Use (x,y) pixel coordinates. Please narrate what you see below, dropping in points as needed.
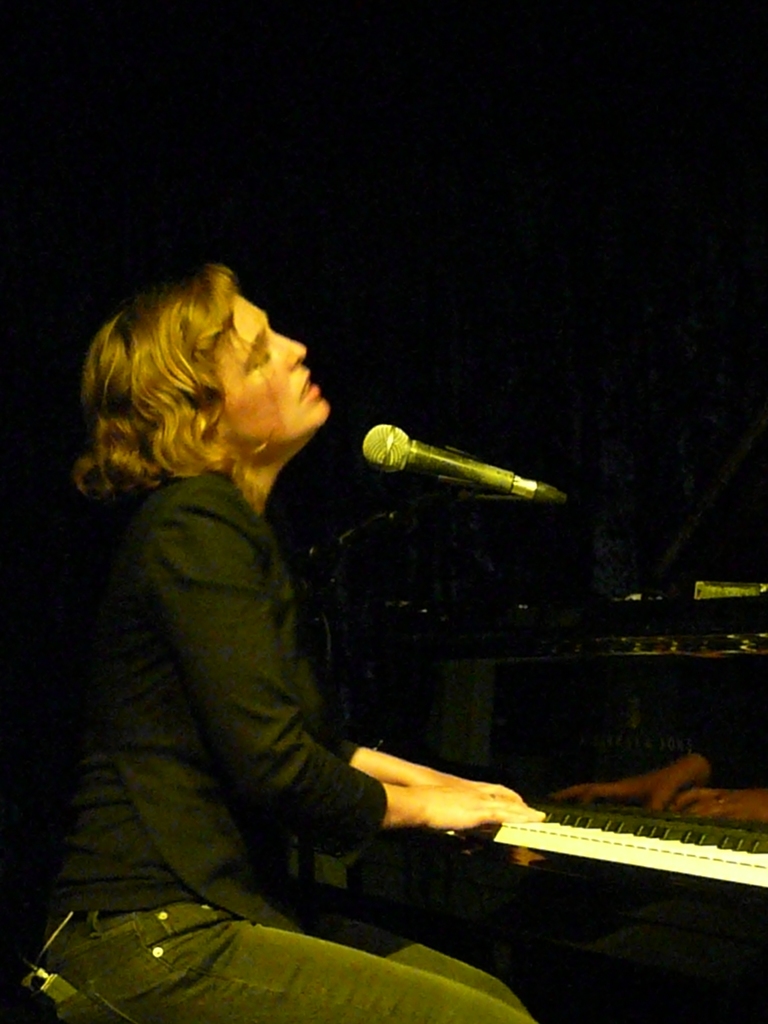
There is a woman (137,783) sitting on the chair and she is playing a piano (447,839) and singing a song in the microphone (402,453) and a reflection (650,787) of her hands (681,761) in front of her, in the background (640,588) there is dark black color.
